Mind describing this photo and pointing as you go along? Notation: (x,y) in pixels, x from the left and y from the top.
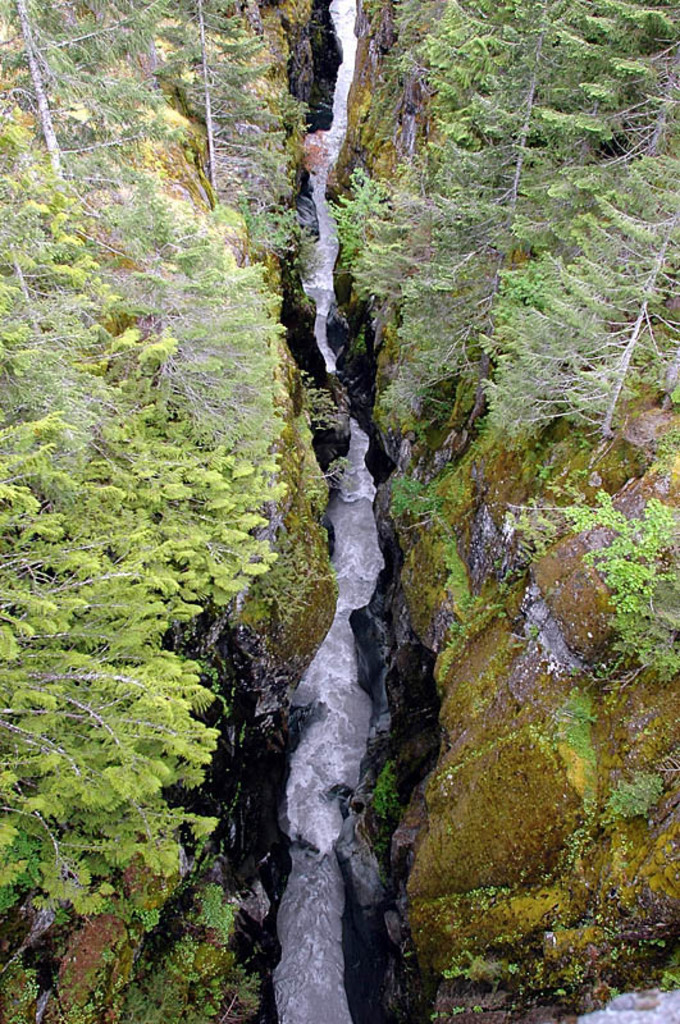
This picture is clicked outside. In the center of this picture (330,357) we can see the water like thing (324,244) and on both the sides we can see the rocks (426,609), plants (624,112) and some other items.
